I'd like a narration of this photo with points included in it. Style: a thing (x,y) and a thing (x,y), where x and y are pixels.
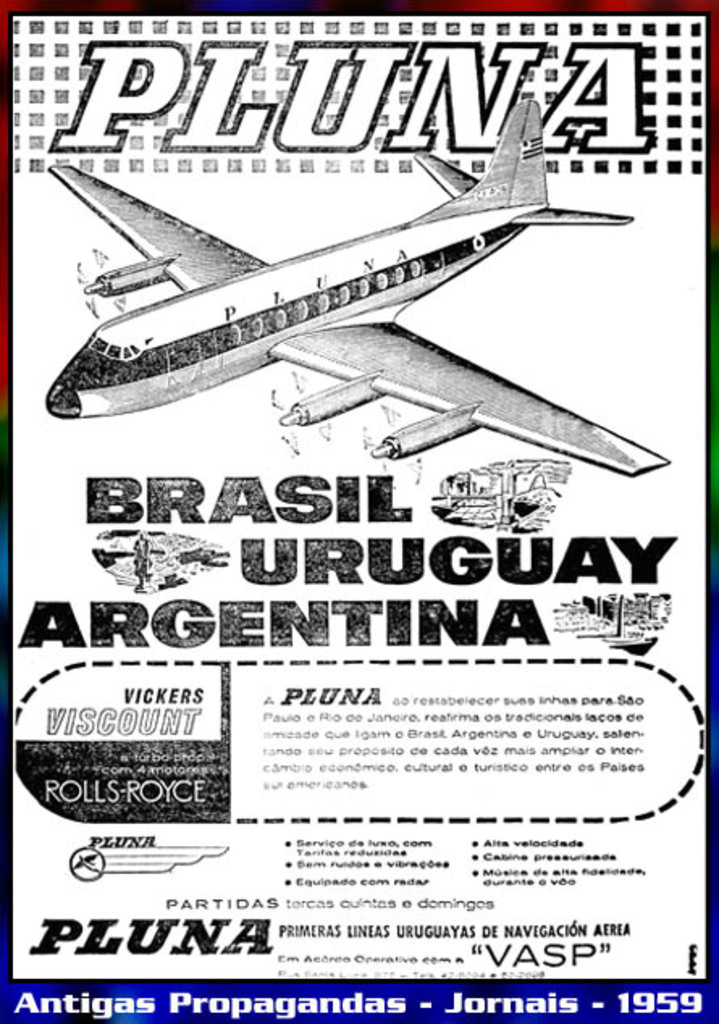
This is a poster (223,670). In the poster (246,320) we can see there is an airplane (279,319) and some text (321,752).
